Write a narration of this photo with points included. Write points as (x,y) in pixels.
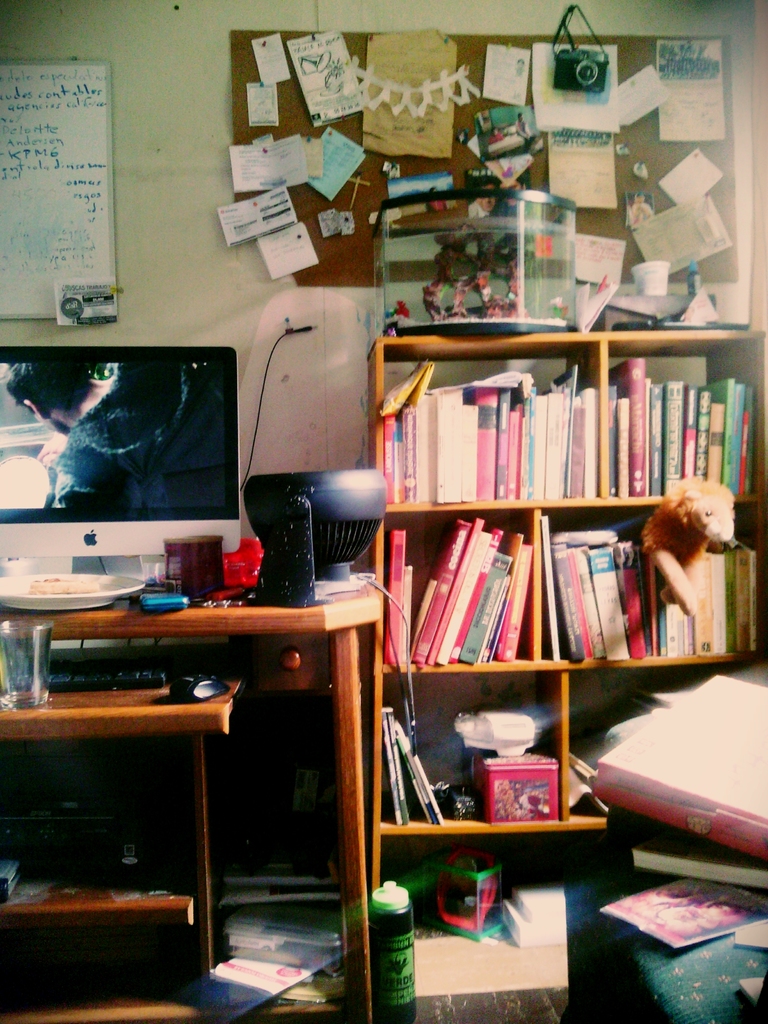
In the background (472,157) we can see the boards (31,159), some paper notes (592,150), a device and the wall (169,202). We can see the books (484,479) arranged in the racks (516,708) and some objects (494,757). On the left side of the picture (107,539) we can see a screen (135,545), food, plate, glass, keyboard (106,660), mouse (189,679) and few objects (152,582) placed on the tables (141,629). At the bottom portion of the picture (248,969) we can see a bottle (384,976) and few objects (704,930). On the right side of the picture (701,928) we can see few objects (689,931).
